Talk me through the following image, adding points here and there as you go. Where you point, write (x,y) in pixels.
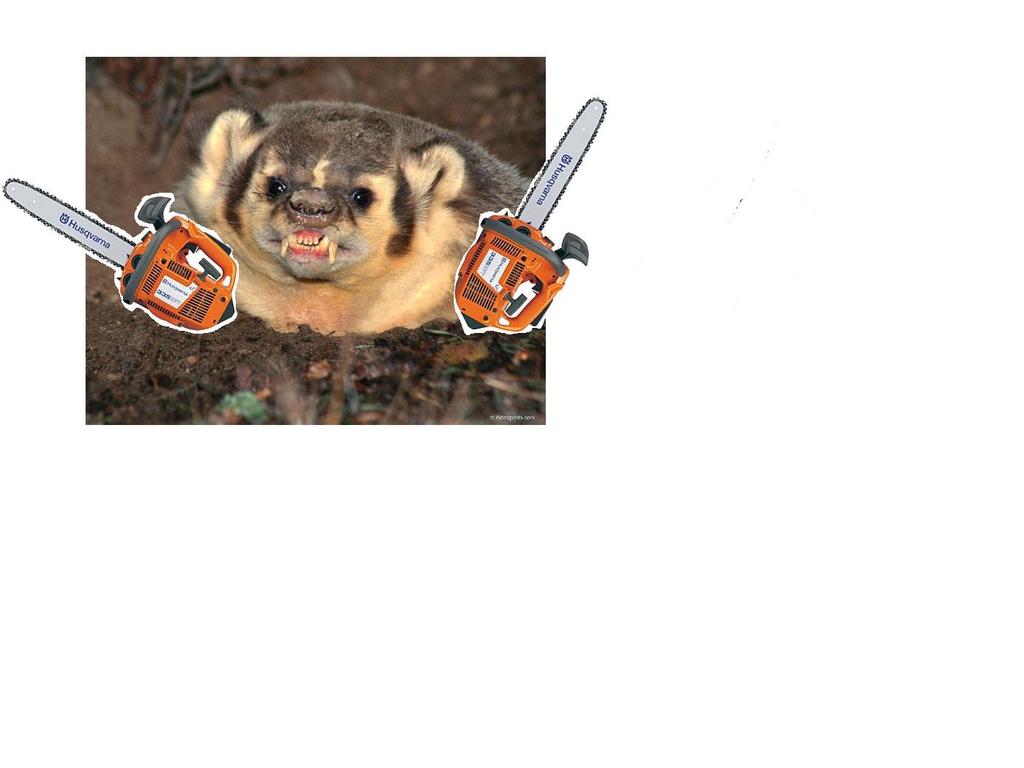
In this image I can see a grey and white colour animal (333,224). I can also see depiction of two chainsaws (193,234).
